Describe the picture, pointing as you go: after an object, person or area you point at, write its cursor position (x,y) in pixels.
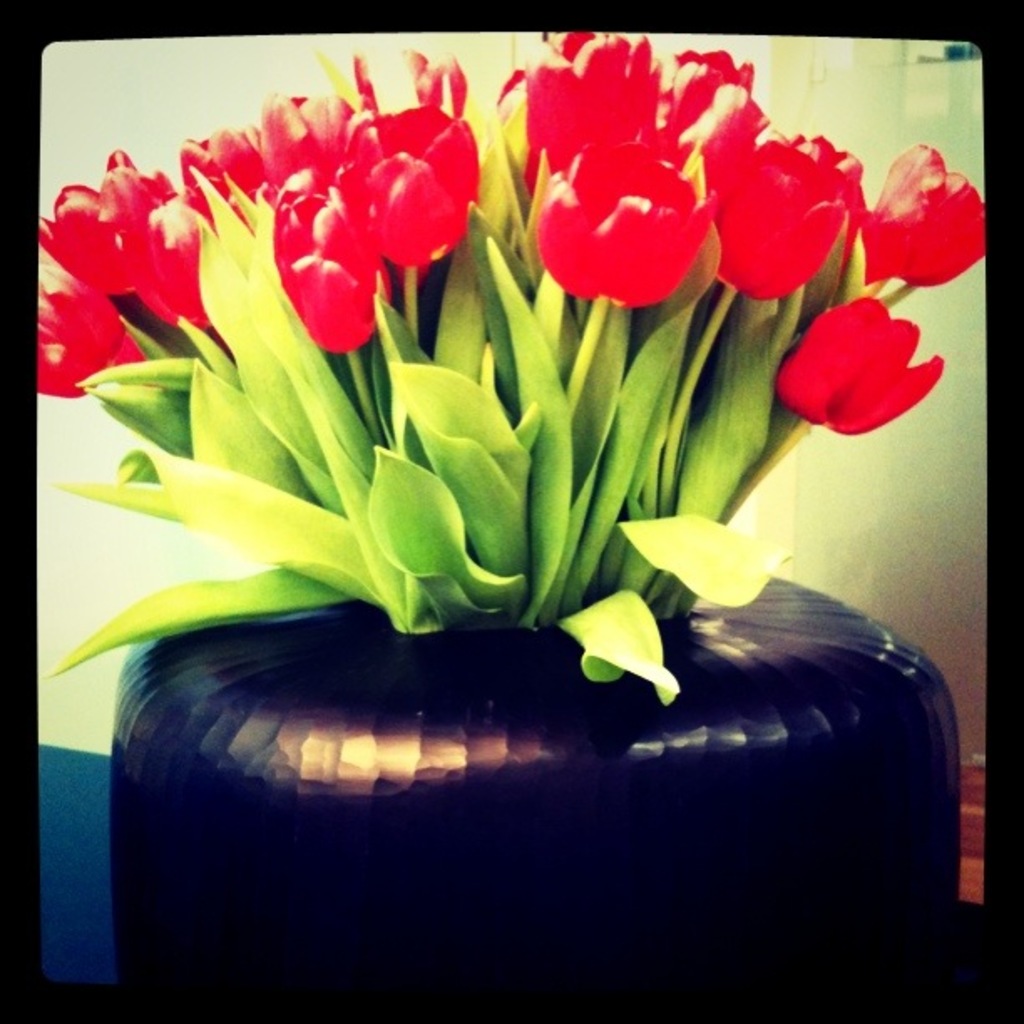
The picture consists of a flower vase (726,789) with red flowers (315,290). The picture has black border (674,1012). In the background (123,84) it is wall (832,92).
